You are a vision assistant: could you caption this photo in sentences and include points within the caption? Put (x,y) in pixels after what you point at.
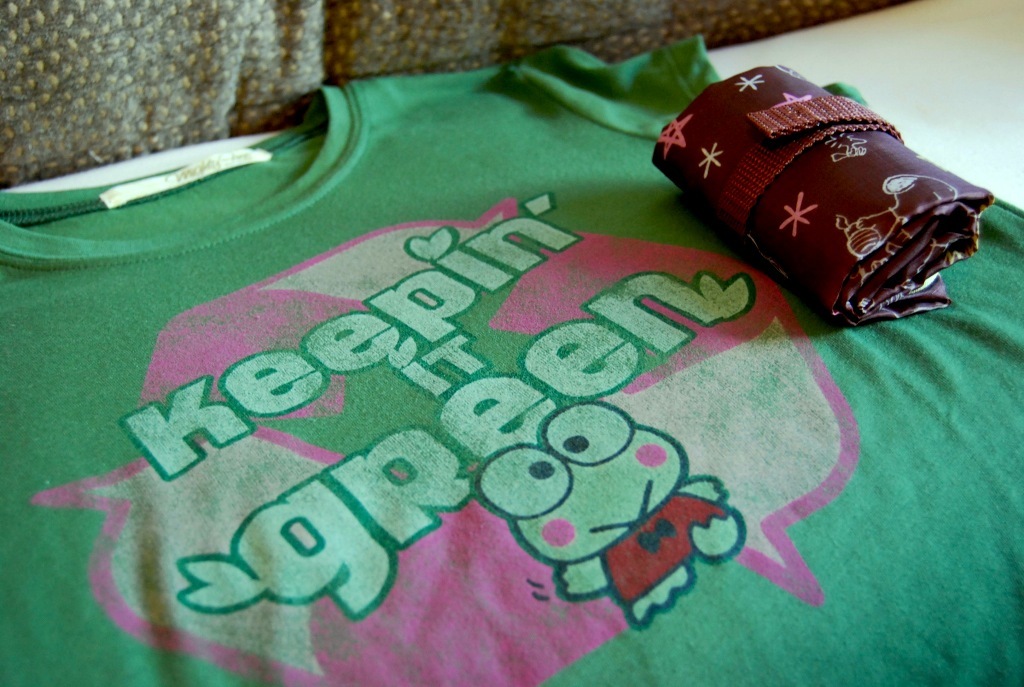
In the picture I can see green color T-shirt (412,414) on which we can see some text (538,386) and here we can see some brown color objects (818,169) are placed on the white color surface (830,61).
